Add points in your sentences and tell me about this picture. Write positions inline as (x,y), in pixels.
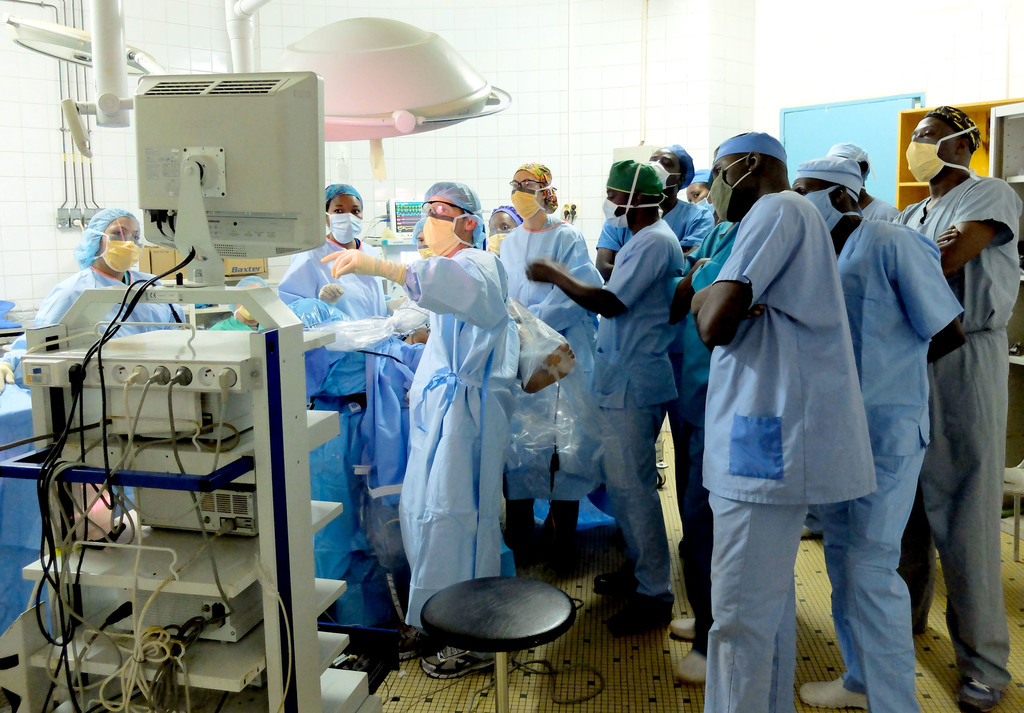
In this image I can see number of persons (465,365) wearing blue colored dresses (620,332) and masks (607,202) are standing. I can see a huge electric equipment (219,510) which is cream in color and few wires (111,474) which are black and cream in color. I can see a stool (460,634) and the cream colored floor (572,675). In the background (553,42) I can see a pipe (242,38), the wall (610,54), the door (812,130) and the rack (901,132).
